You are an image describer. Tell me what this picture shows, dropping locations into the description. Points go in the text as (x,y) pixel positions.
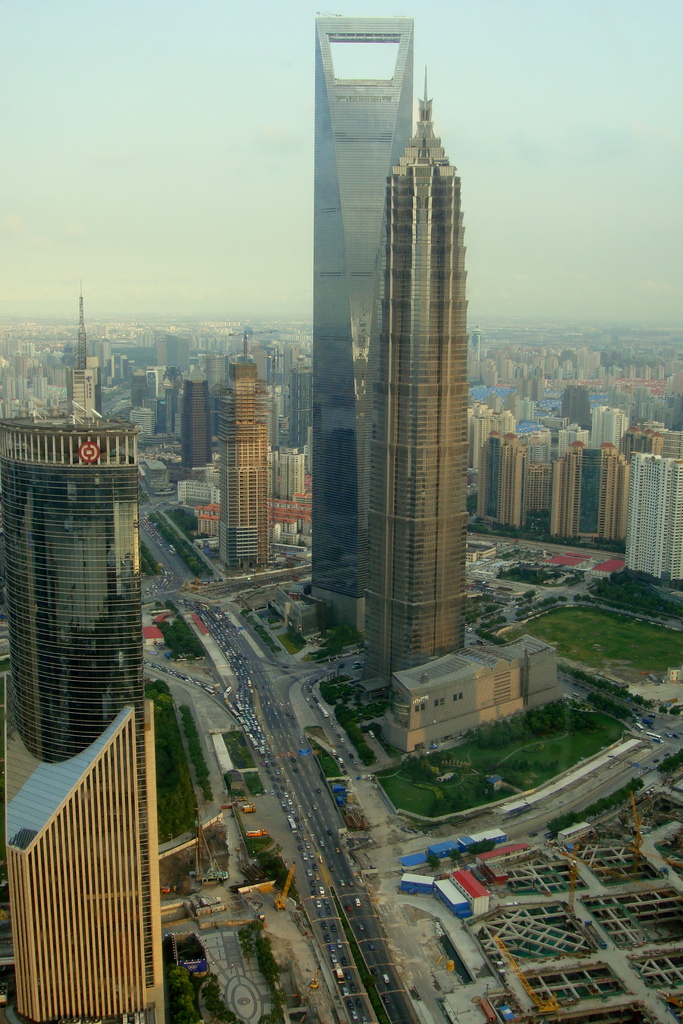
Here we can see buildings (521,667), vehicles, grass (413,795), and plants (327,774). In the background (215,22) there is sky (492,235).
